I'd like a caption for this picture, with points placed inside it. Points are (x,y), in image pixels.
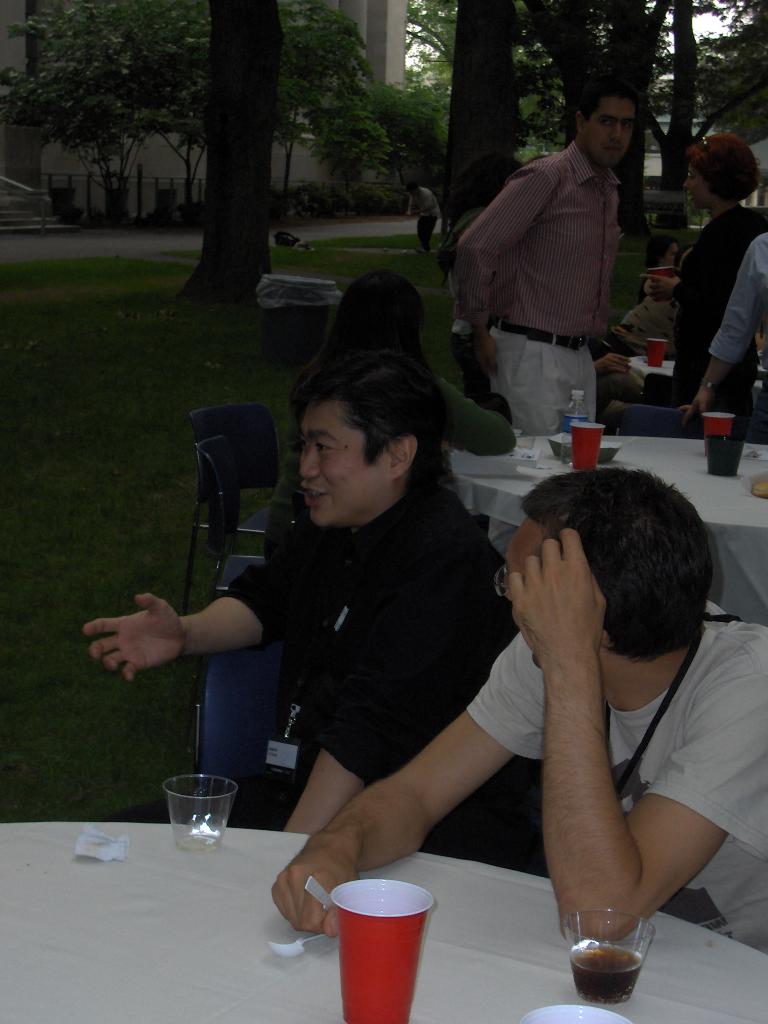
In this image we can see this people (432,747) are sitting on chairs (644,430) around table (530,992). There are cups (583,440), glasses (194,825) and bottles (567,434) on table (673,455). In the background (220,163) we can see building (173,174) and trees (244,199).
